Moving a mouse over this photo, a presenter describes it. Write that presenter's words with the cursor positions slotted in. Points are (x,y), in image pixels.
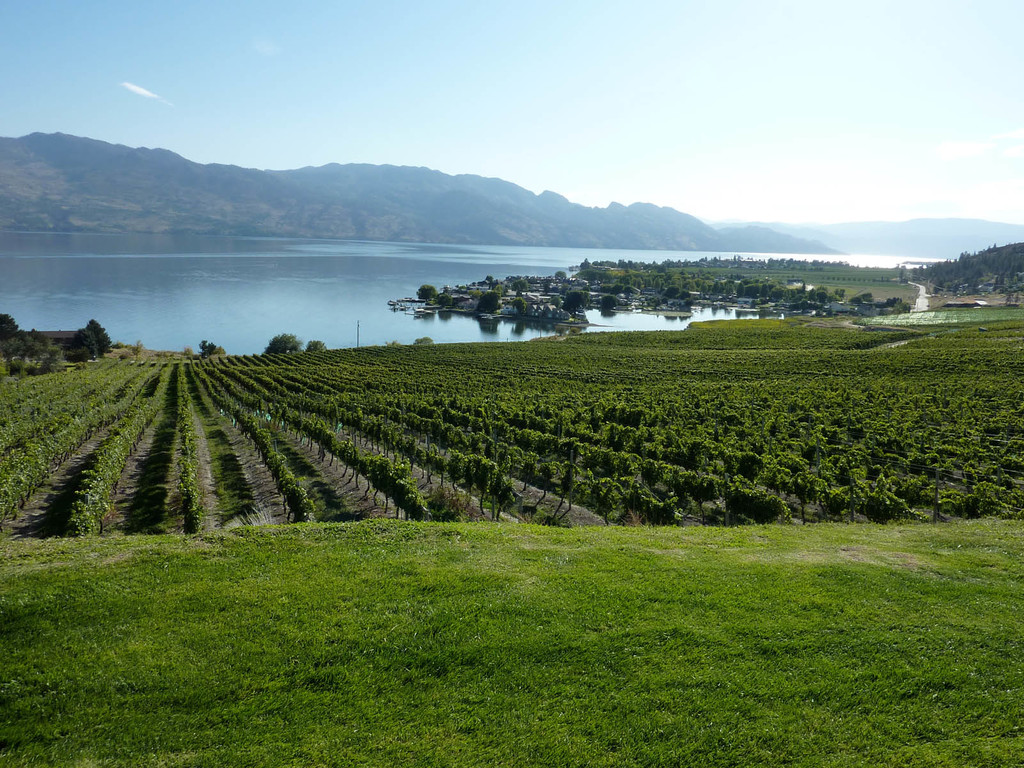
In this image we can see a group of trees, plants (756,474), grass (757,614), a large water body (327,327), some buildings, the mountains (939,246) and the sky (586,144).
